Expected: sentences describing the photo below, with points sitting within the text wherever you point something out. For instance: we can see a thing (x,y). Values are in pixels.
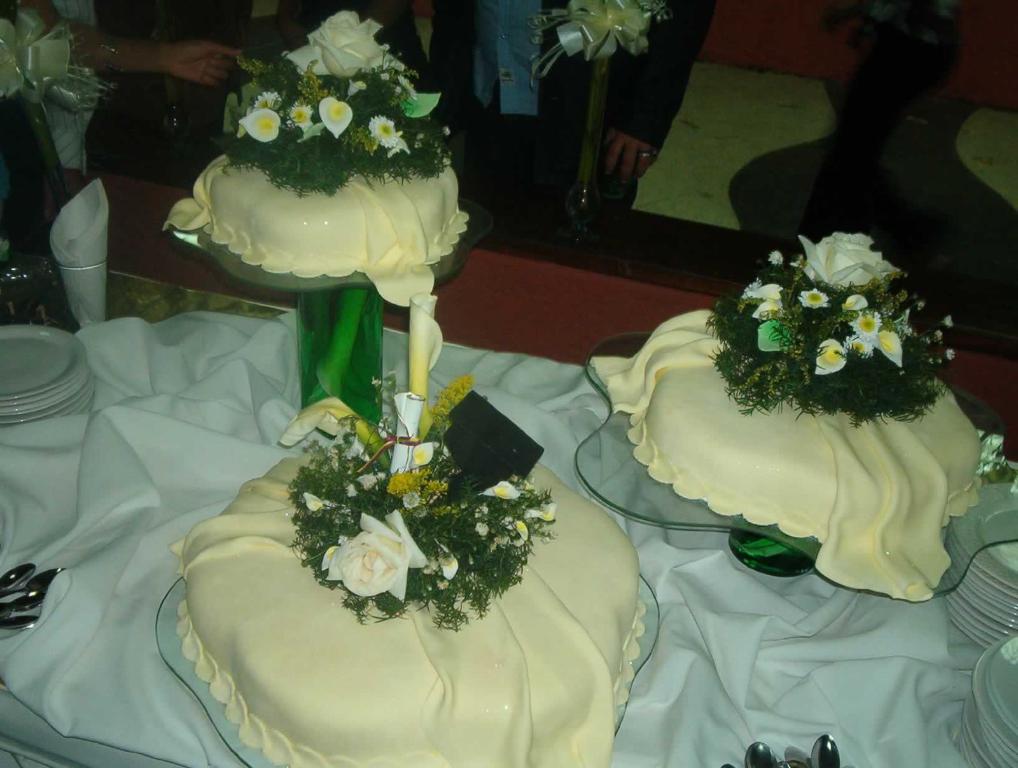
In this image, there are a few people (660,97). We can see some objects (323,195) on glass stands (371,342). We can see some ribbons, plates (978,737), spoons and some cloth (146,642).
